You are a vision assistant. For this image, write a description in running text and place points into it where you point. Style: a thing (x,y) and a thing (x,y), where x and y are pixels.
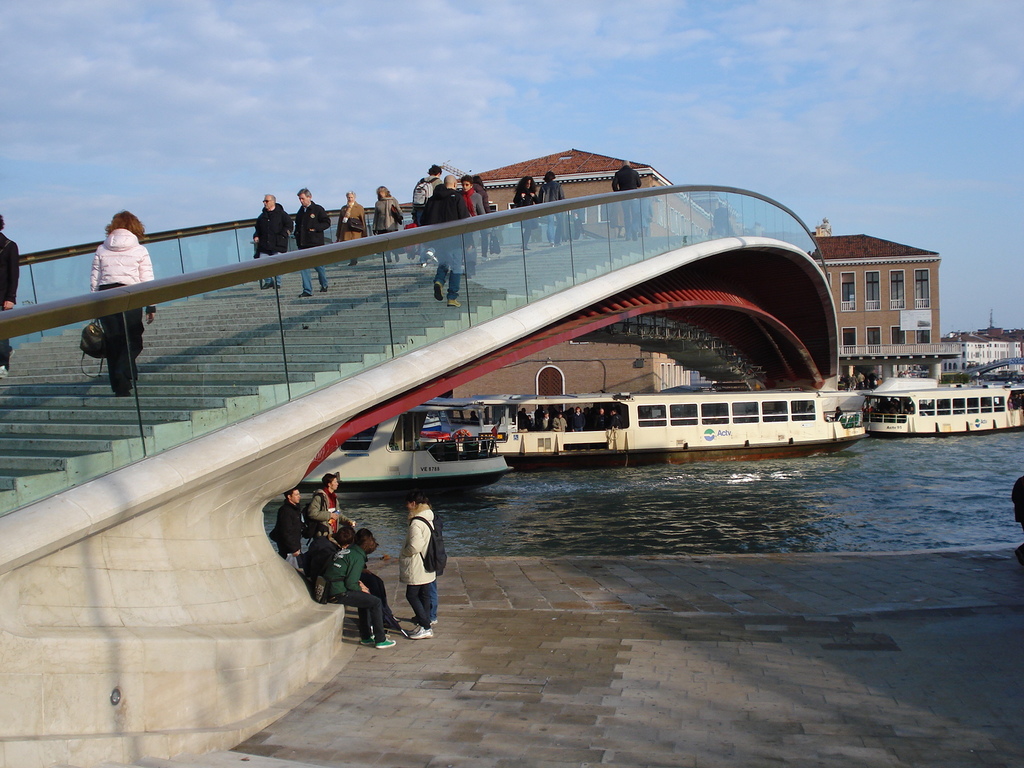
There are people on the stairs (494,294) in the foreground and people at the bottom side (351,575), there are ships (537,434) on the surface (611,469) of water (385,531), houses (914,345) and the sky (974,200) in the background (492,514).
